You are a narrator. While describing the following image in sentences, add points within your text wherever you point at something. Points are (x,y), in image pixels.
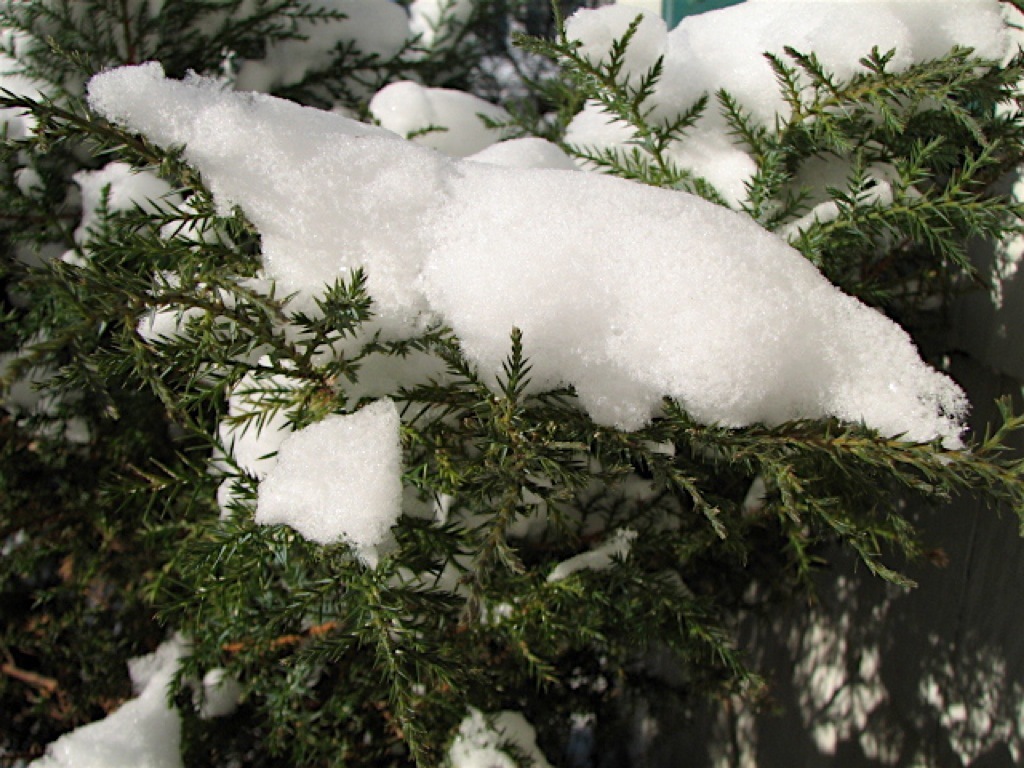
In this picture we can see snow (647,201) and plants (151,572).
